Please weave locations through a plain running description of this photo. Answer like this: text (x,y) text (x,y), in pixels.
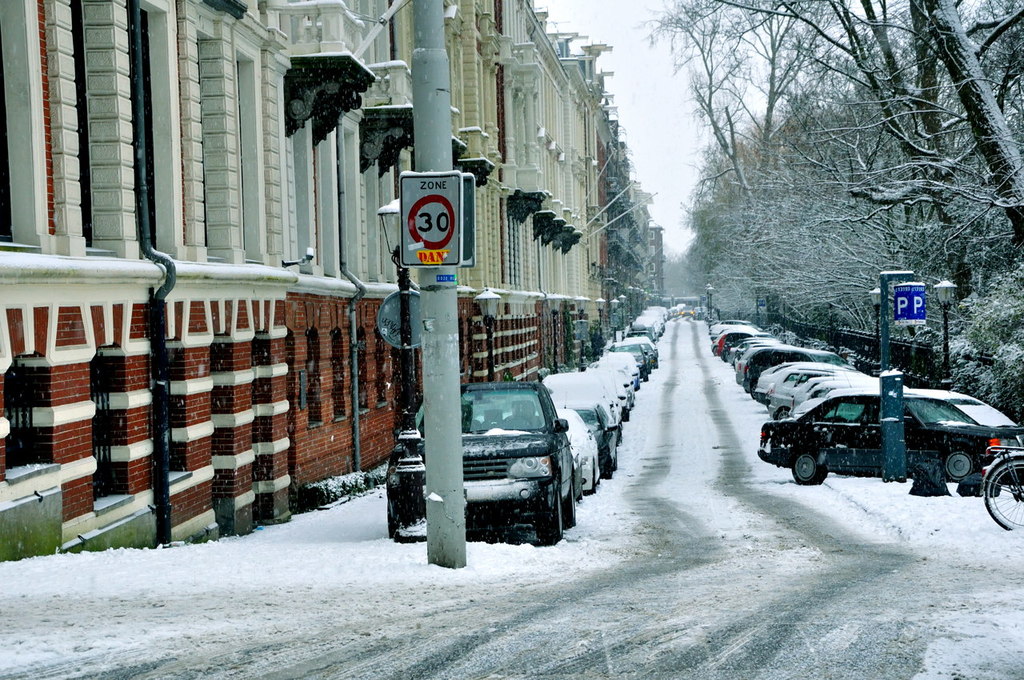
In the center of the image (500,391) there are cars (816,449) on the road (740,448). On the left side of the image (184,290) there are buildings (27,125). At the bottom of the image (134,577) there is snow (207,580) on the surface (348,596). On the right side of the image (854,239) there are trees (868,213). There are poles (903,395). There are street lights (875,288). In the background of the image (674,128) there is sky (666,110).
